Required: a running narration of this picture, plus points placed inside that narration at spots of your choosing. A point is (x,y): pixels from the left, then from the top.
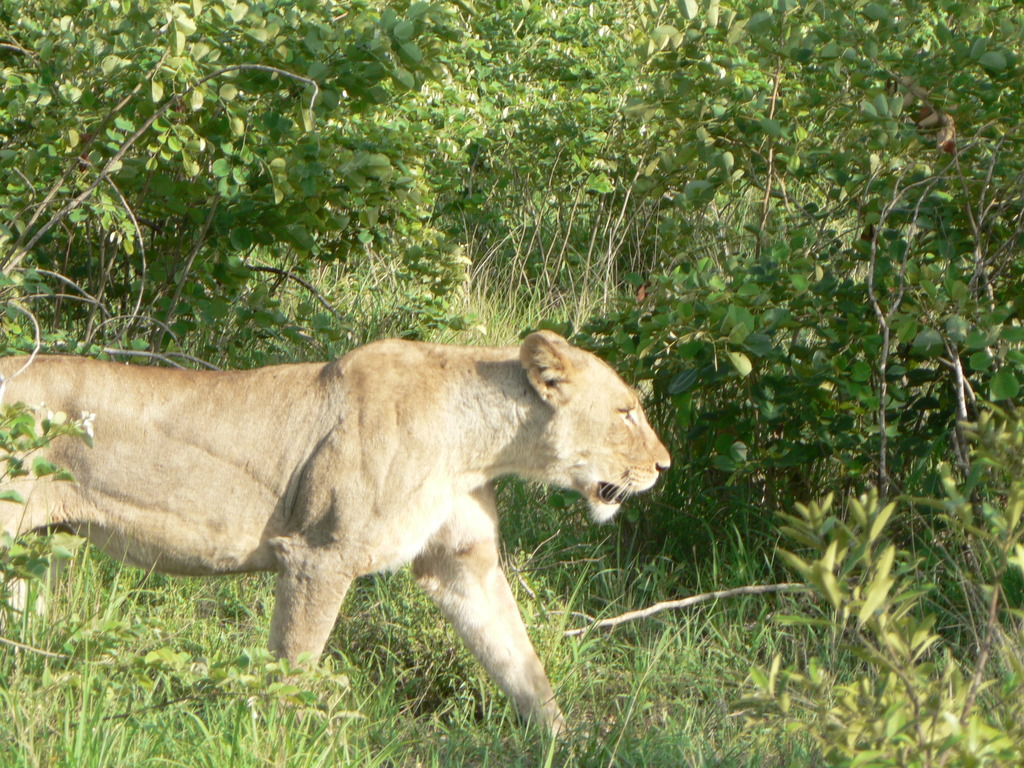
In this image, there is green grass (654,741) on the ground (630,753), there are some green color plants (485,197), at the left side (323,459) we can see a lioness (208,470).
